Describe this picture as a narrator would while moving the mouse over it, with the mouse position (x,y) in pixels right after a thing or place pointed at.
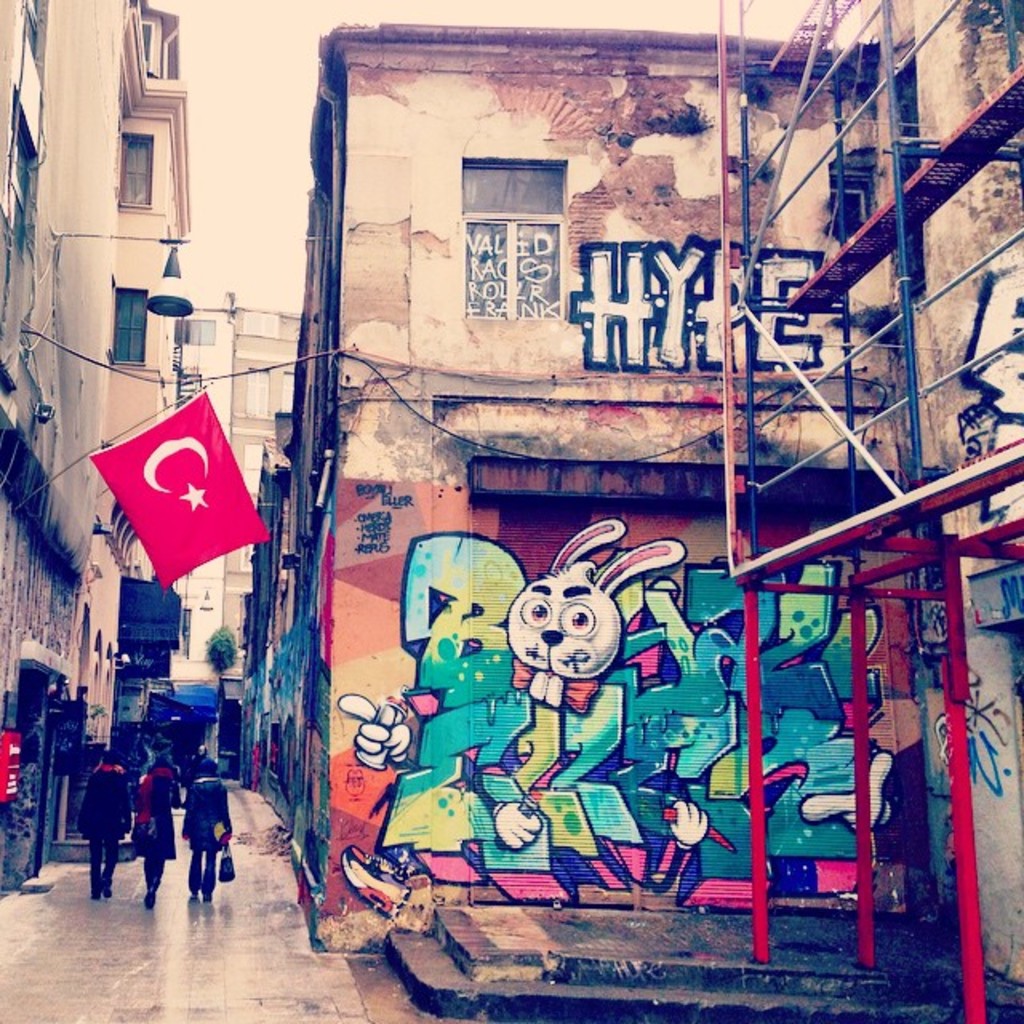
In this image we can see buildings (357,325) with windows (556,201). On the building (608,270) there is graffiti (608,270). On the right side (926,482) there is a stand (851,395) with rods (731,509). There are few people (159,792) walking. Also there is a flag (152,523) on the building (89,480). And there are few other things (176,712).
